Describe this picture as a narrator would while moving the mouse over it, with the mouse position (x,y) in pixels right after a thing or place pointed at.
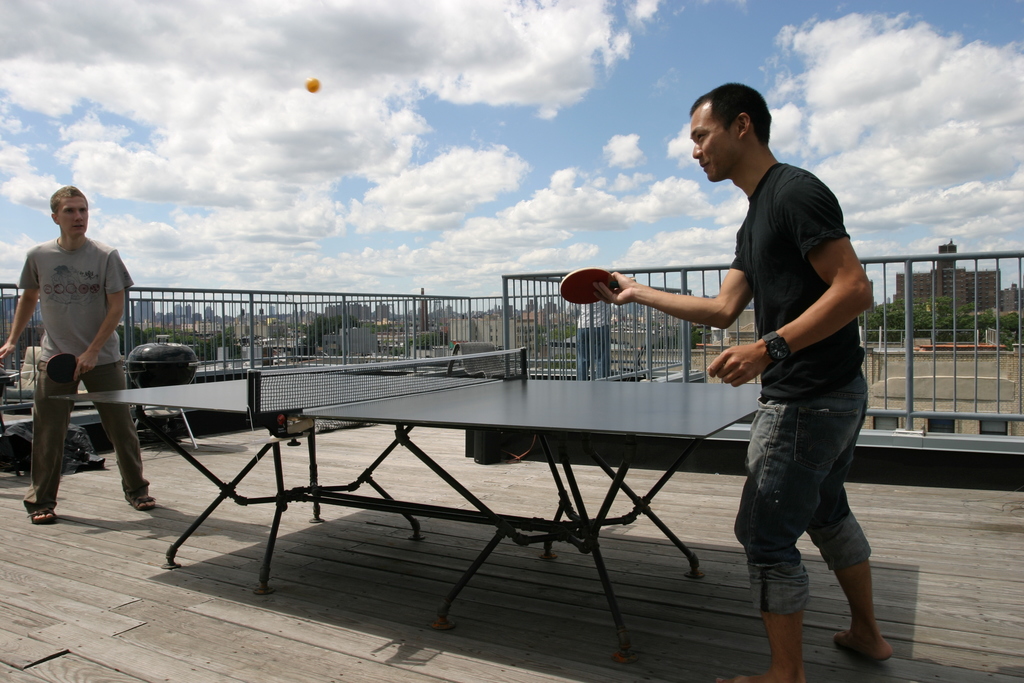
The image is taken in the outdoor. There are two people (63,278) who are playing table tennis in the image. They are holding bats (590,301) in their hands (83,368). In the center (668,398) there is a table (182,452). In the background (947,394) there is a fence (951,259), buildings (615,318) and a sky (632,86).
